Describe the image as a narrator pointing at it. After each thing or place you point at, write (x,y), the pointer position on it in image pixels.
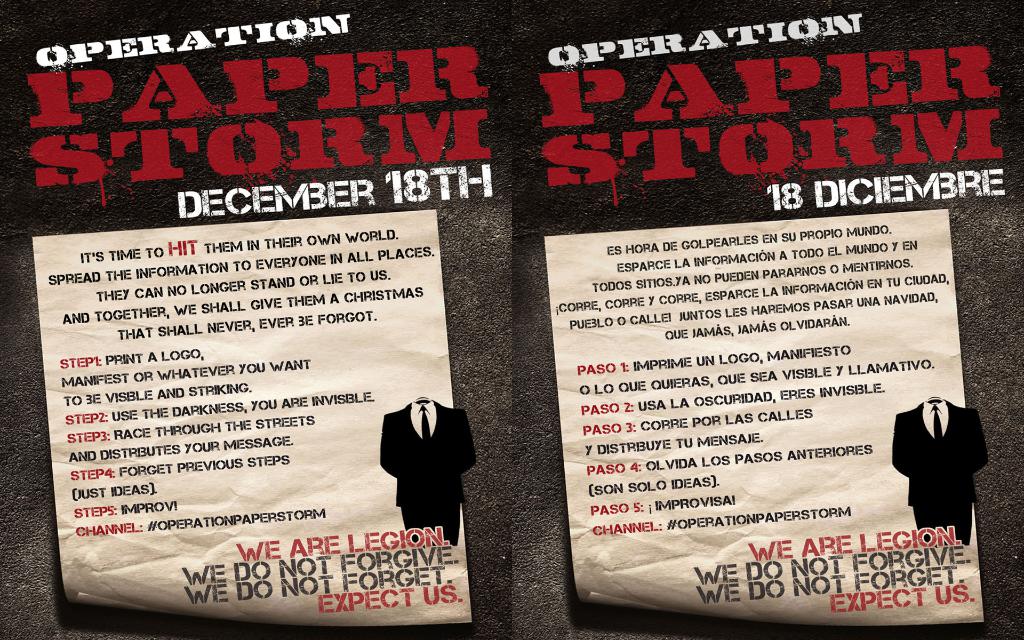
There is a collage image of two same pictures in different languages. In these pictures, we can see papers (258,444) and some text (670,104).
